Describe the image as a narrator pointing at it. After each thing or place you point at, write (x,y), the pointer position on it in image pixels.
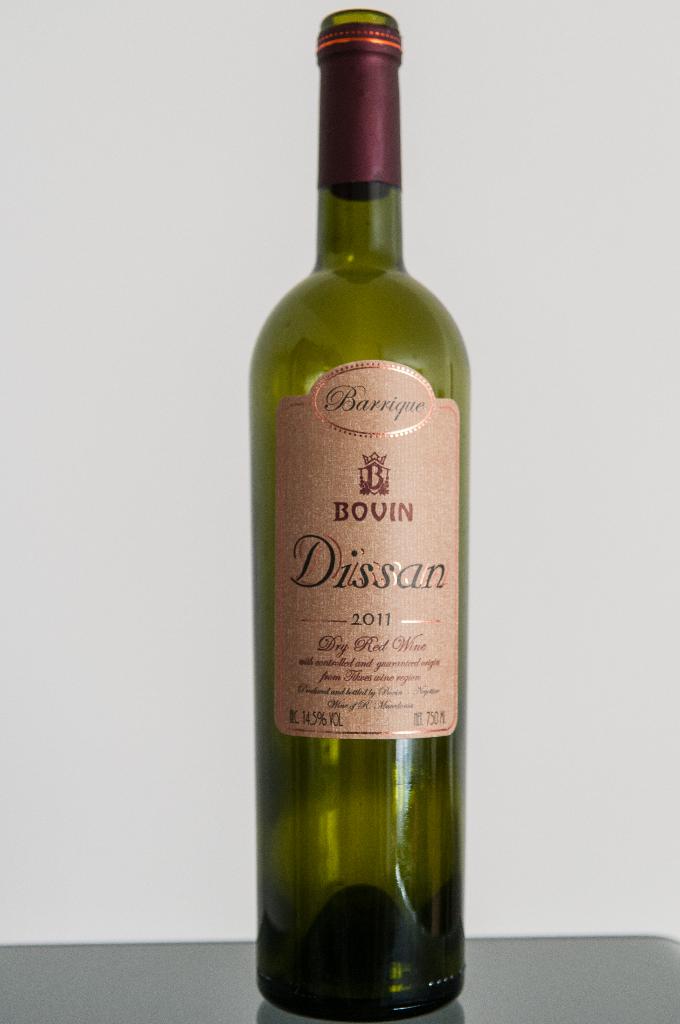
In this image I can see the wine bottle (270,708) and the sticker (285,701) attached to it. It is on the grey color surface (143,980). And there is a white background (50,799).
